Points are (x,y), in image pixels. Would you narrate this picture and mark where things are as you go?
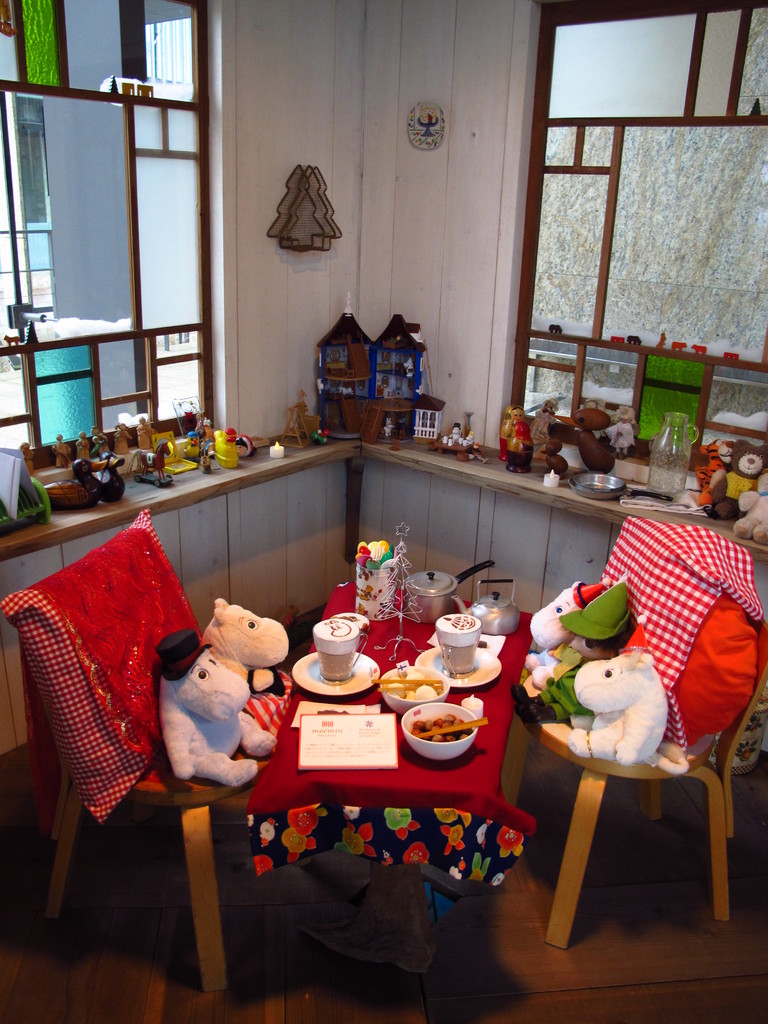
This picture shows few soft toys (540,718) on the chairs (692,774) and we see cushions (111,569) on the chairs (672,589) and some food (425,723) in the bowls (421,711) and cups (460,670), plates (362,665) on the table (512,655) and we see few toys (218,451) on the side.
